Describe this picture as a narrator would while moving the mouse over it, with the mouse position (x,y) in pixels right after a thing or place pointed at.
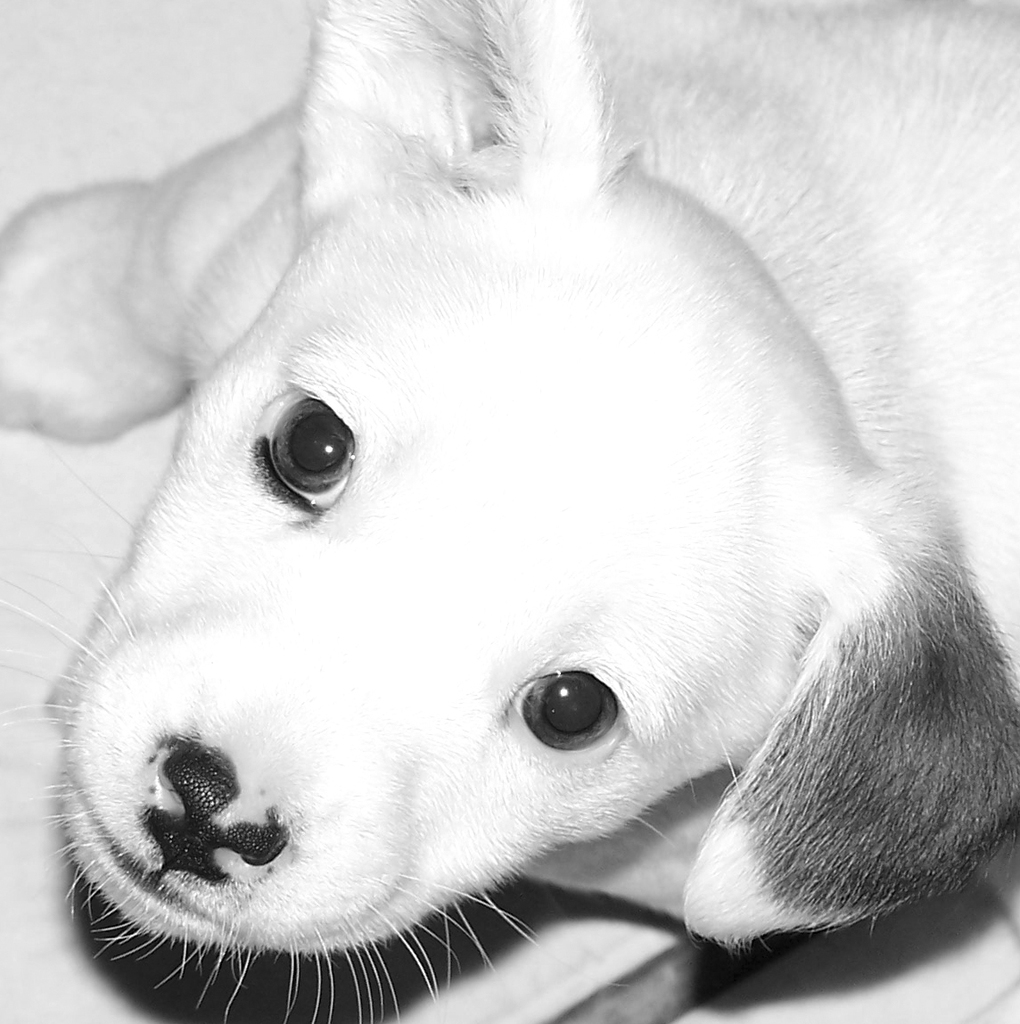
Here we can see a white dog (310,489). Background (72,24) it is in white color.
